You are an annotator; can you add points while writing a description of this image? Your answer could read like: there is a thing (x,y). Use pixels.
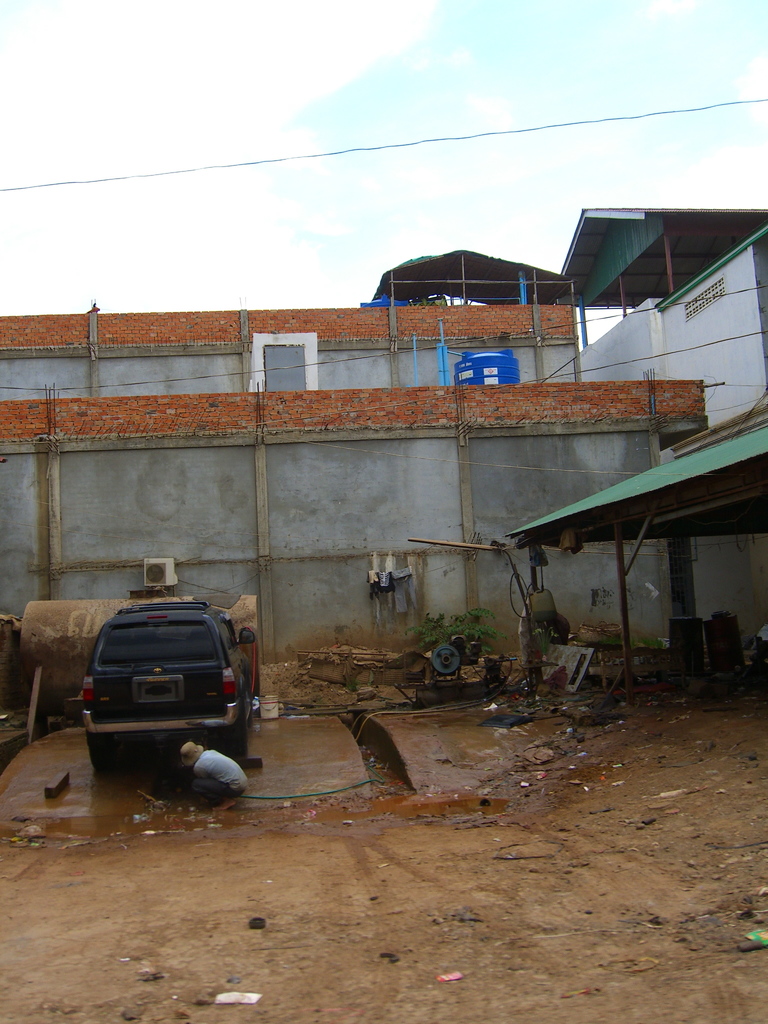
In this picture we can see a vehicle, person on the ground (501,941) and in the background (517,646) we can see a building (583,451), sky (737,49).
